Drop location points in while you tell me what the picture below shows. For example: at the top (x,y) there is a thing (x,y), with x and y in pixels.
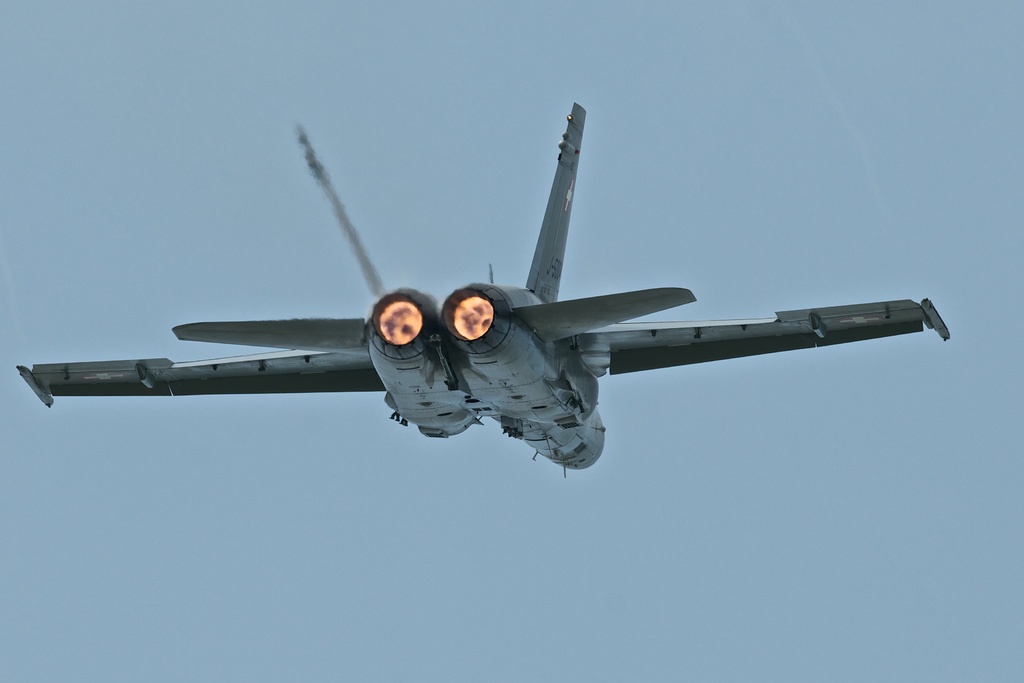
In this image we can an aircraft (478,307) flying in the sky (760,247).
